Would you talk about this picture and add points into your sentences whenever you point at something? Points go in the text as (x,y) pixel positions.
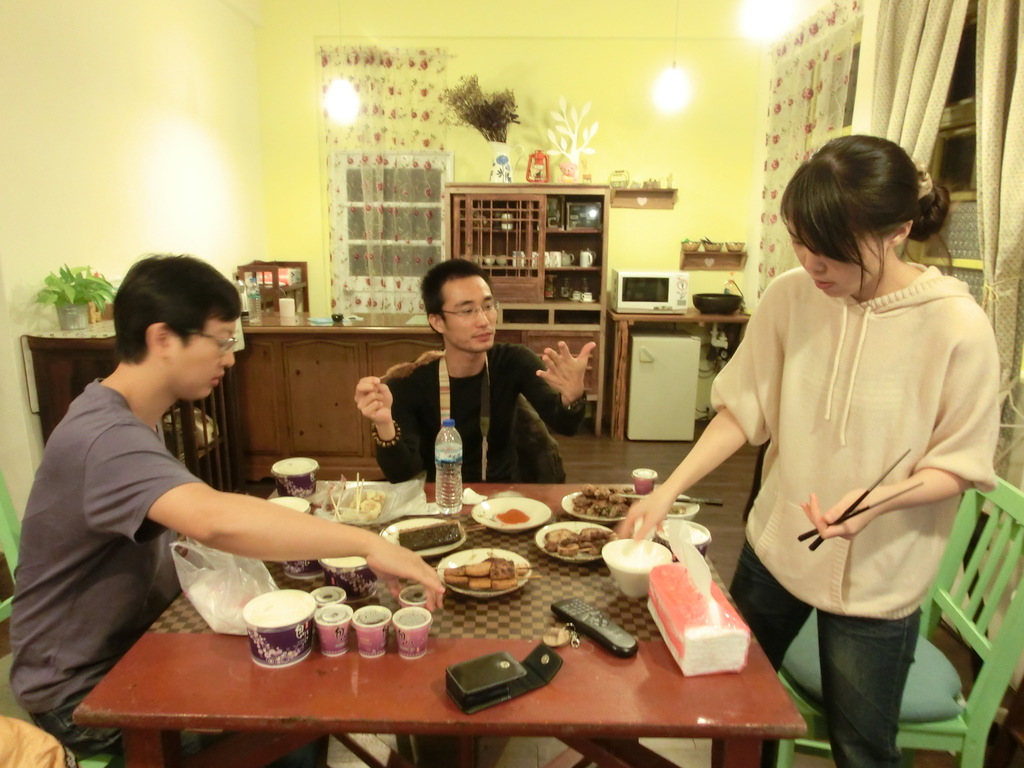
In the image we can see three persons (971,464). On the right (786,418) the woman (833,397), she is standing. And the two persons (472,451) were sitting on the chair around the table (303,580). On table (609,661) we can see tissue paper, bowl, wallet (535,660), remote (619,646), key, glasses (406,626), plastic cover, water bottle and food item (461,578). In the background (711,191) there is a wall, curtain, table (639,317), top (665,315), microwave (685,291) etc.
